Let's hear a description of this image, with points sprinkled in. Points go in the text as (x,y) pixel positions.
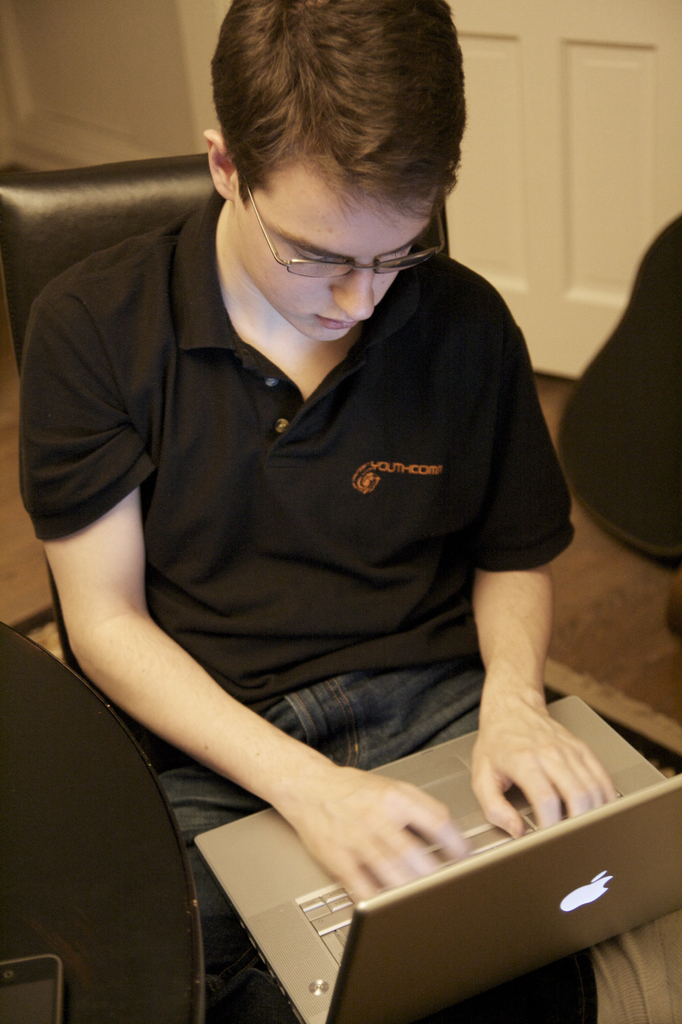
In this image, we can see a man (275,445) sitting on a chair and using a laptop (544,918). In the background (533,187), we can see a door (544,61).
